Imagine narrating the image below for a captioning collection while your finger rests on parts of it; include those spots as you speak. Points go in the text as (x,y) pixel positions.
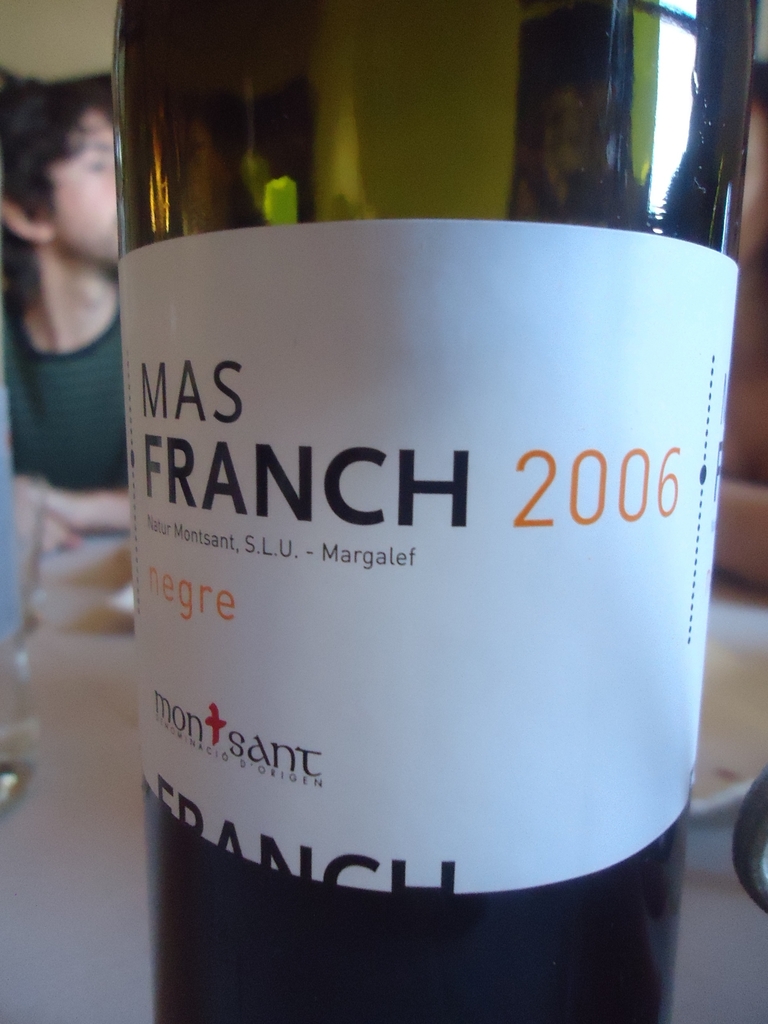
In this picture we can see bottle (671,747) with sticker (298,683) to it placed on table (92,743) and in background (88,230) we can see some person (31,237).
